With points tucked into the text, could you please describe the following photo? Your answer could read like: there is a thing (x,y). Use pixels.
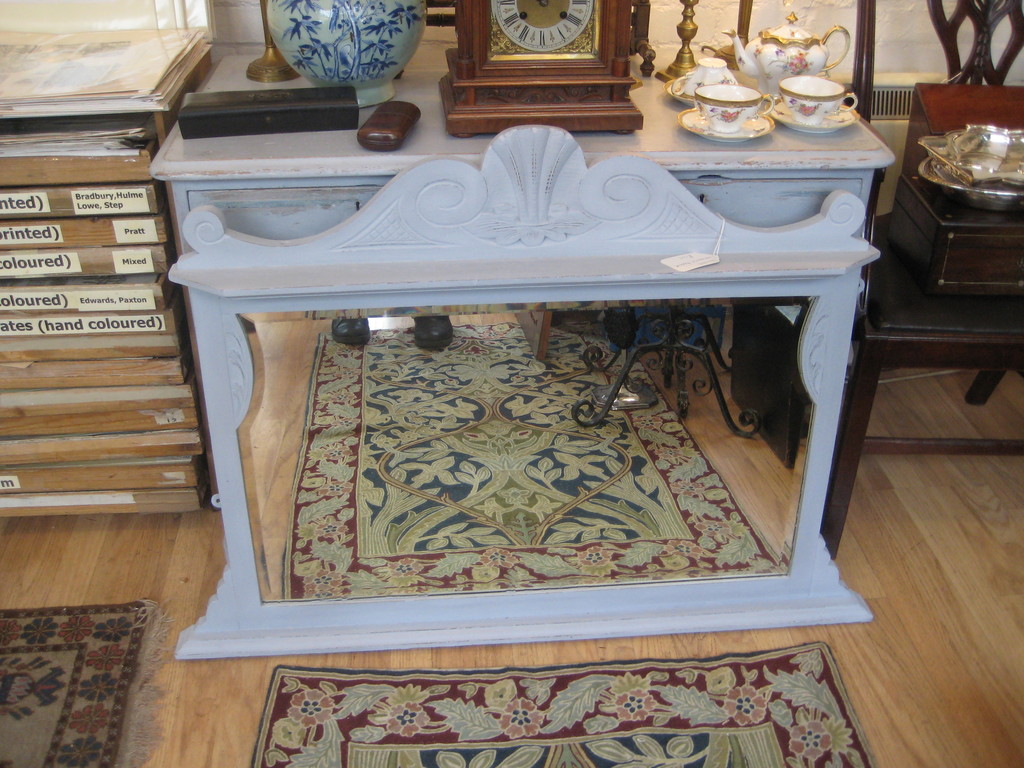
In the foreground (252,145) I can see a table (662,147) on which tea cups (733,128), kettle (802,67), vase (317,10) and a clock (550,98) is there. On the left (42,363) I can see a desk (19,498). On the right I can see a chair (876,438) and a box (964,281). This image is taken may be in a room (982,424).
